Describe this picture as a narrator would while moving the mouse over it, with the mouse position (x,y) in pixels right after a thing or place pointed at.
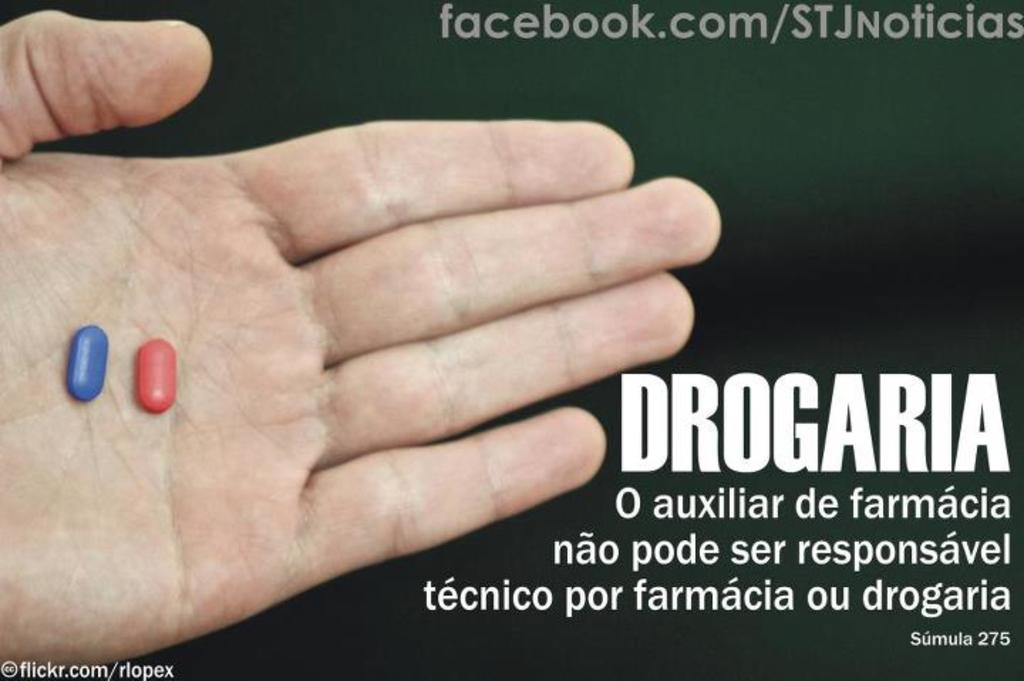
In the image there is a poster (16,253). On the left side of the image (107,354) there is a hand (116,384) with pills (94,356). And on the poster (808,383) there is some text (471,20) on it.
